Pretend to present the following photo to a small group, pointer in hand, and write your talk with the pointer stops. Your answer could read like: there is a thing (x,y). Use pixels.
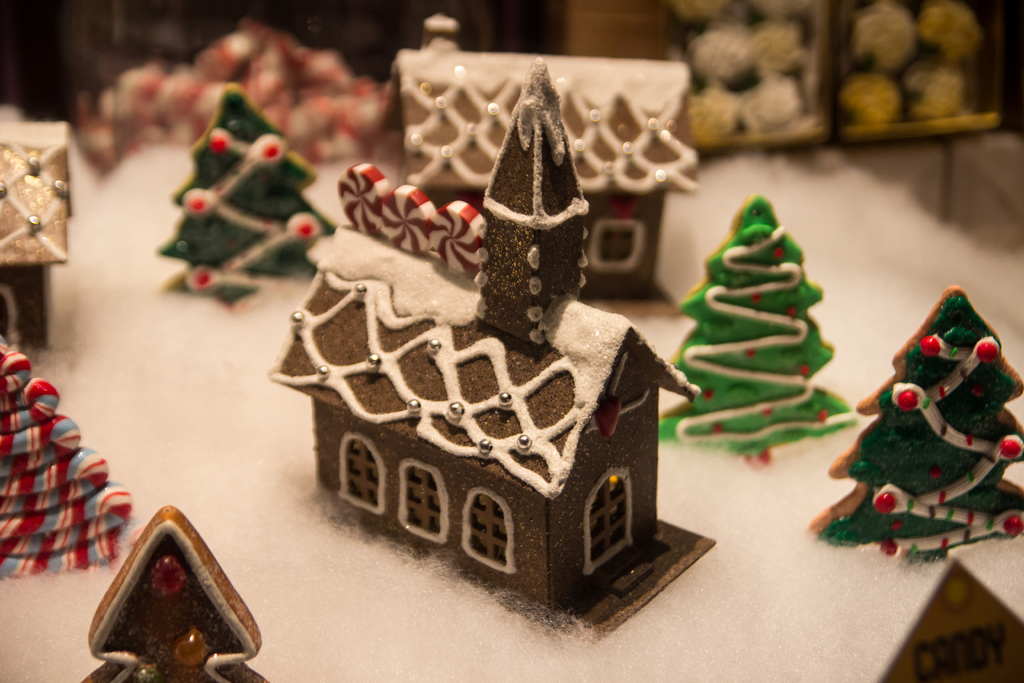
In the image there are small cookie trees (921,407) all around tiny homes (412,271) on the snow (853,429).
